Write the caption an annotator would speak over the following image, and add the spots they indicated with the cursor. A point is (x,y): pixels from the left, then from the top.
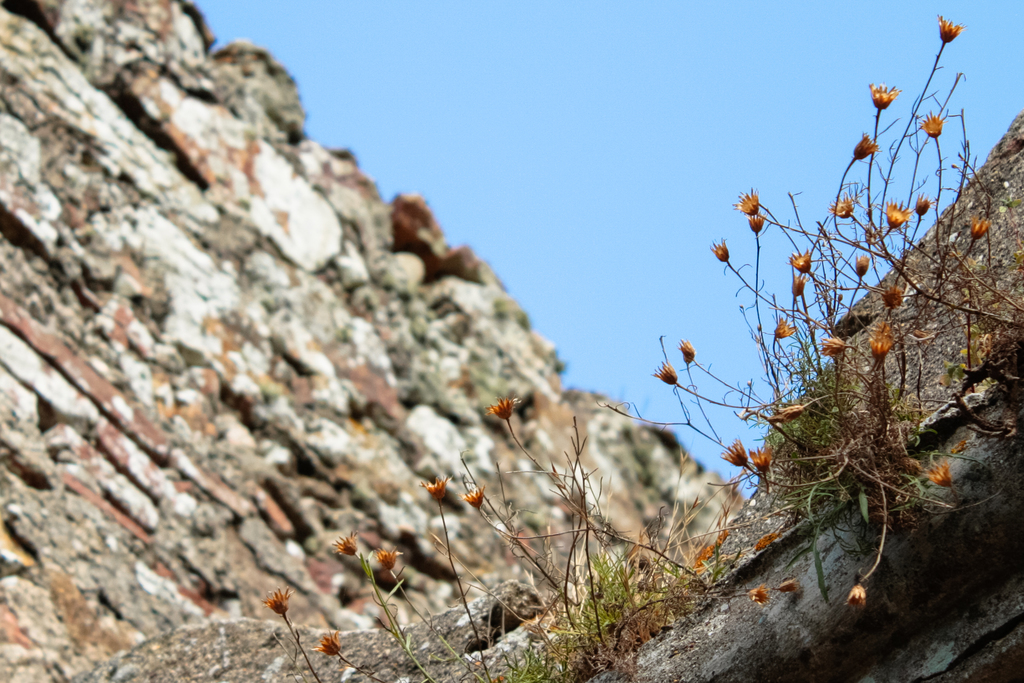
In this image we can see rocks (312,400) and flowers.
